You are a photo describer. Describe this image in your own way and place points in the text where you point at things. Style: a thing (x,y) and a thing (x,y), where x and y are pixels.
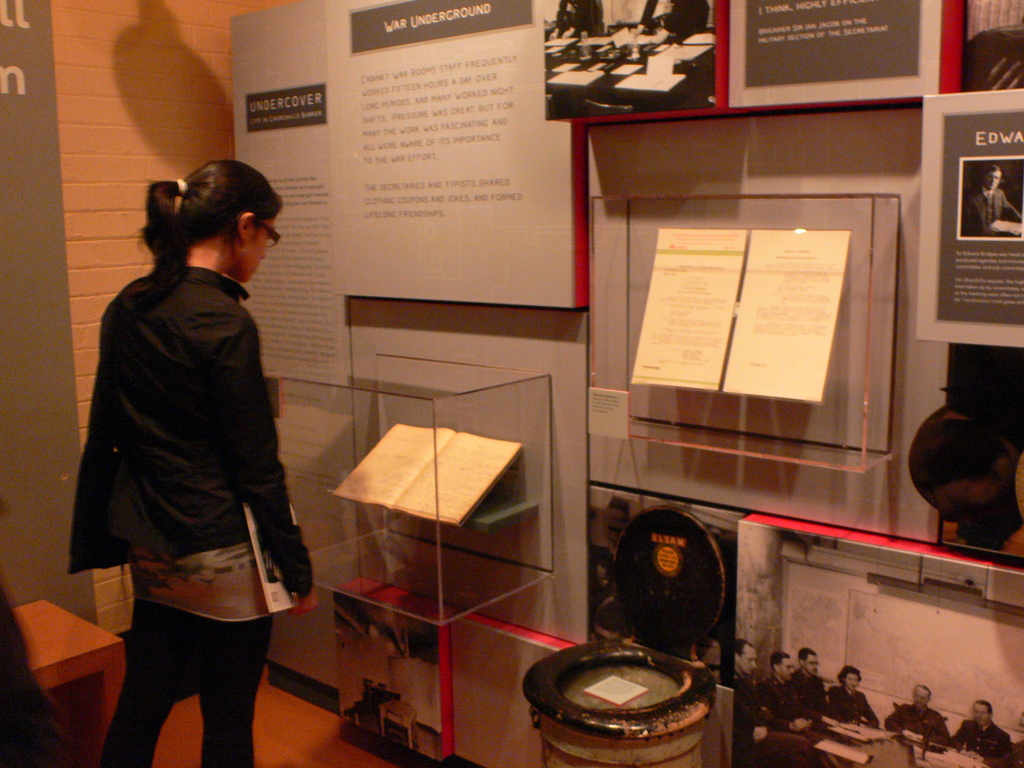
A woman (203,433) is standing and looking at the book (406,489). She is holding a book (272,569) in her hand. On the wall (609,135) we can see posters (449,236).
